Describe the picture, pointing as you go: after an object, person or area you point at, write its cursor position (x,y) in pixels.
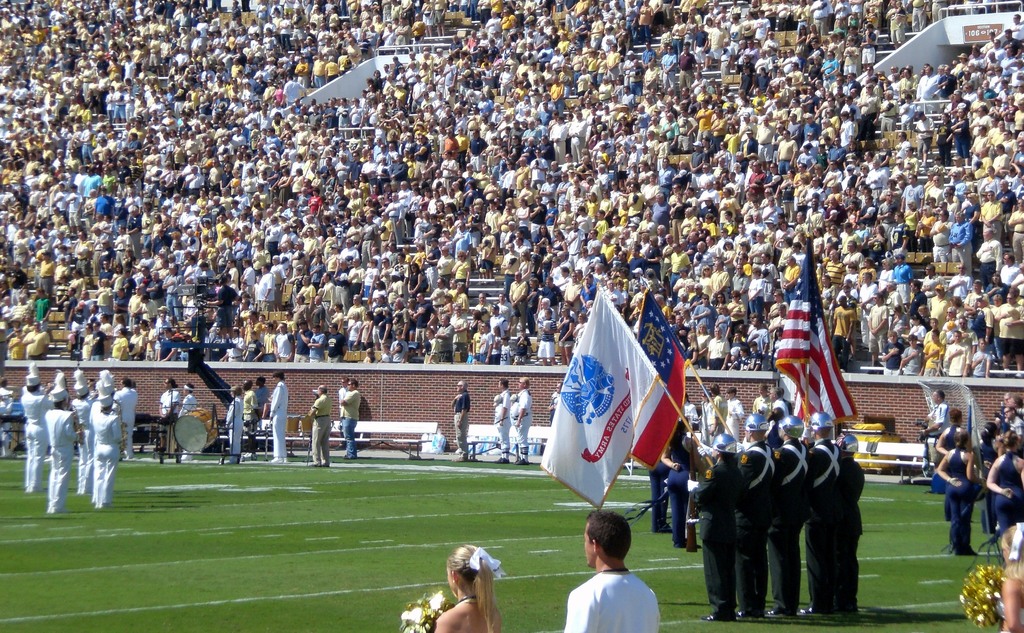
In the picture I can see a few people (743,575) wearing the black color clothes (788,476) and they are holding the flag poles (702,383) in their hands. I can see a woman (462,582) holding the pom-pom (432,632) and she is at the bottom of the picture (493,603) and there is a man (632,616) beside her. I can see a few people (124,415) wearing the white clothes (103,396) and they are playing the musical instruments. In the background (678,185), I can see the spectators (470,149).
